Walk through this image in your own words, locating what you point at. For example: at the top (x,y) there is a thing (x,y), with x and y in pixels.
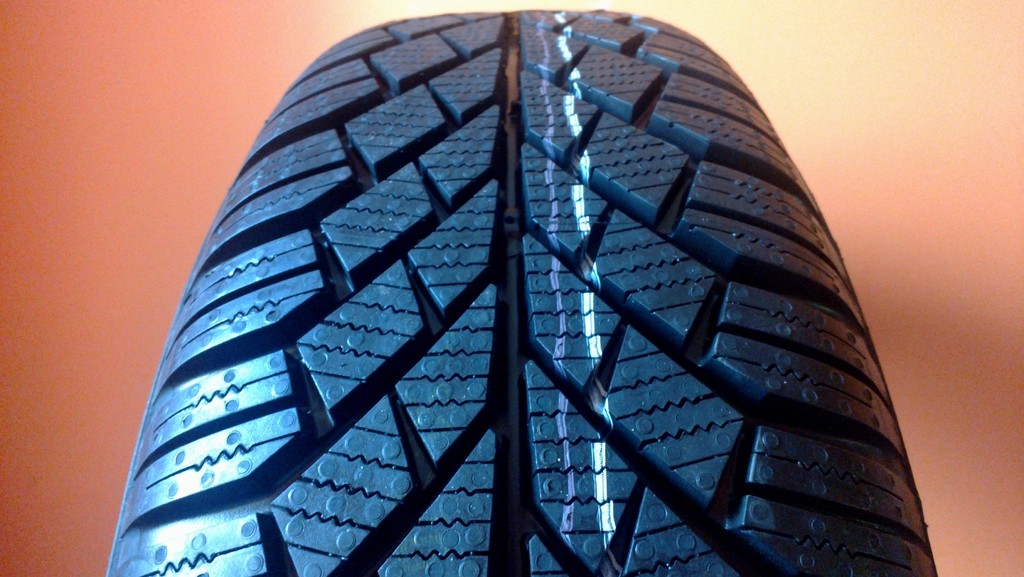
In this picture I can see the tire (387,374) in front (691,249) which is of black in color.
